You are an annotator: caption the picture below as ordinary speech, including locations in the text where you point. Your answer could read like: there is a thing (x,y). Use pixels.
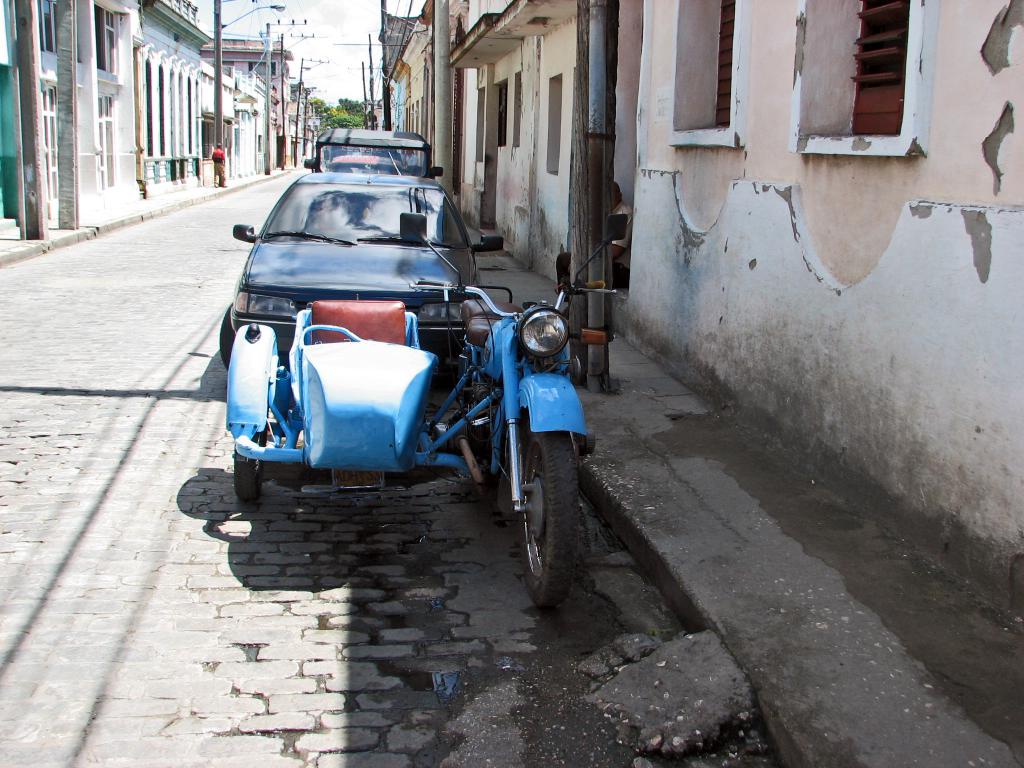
In this image we can see a few vehicles (270,437) on the road (370,538), there are some buildings (475,130), trees (355,103), poles (574,134), lights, windows (561,111) and a person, also we can see the sky (310,44).
